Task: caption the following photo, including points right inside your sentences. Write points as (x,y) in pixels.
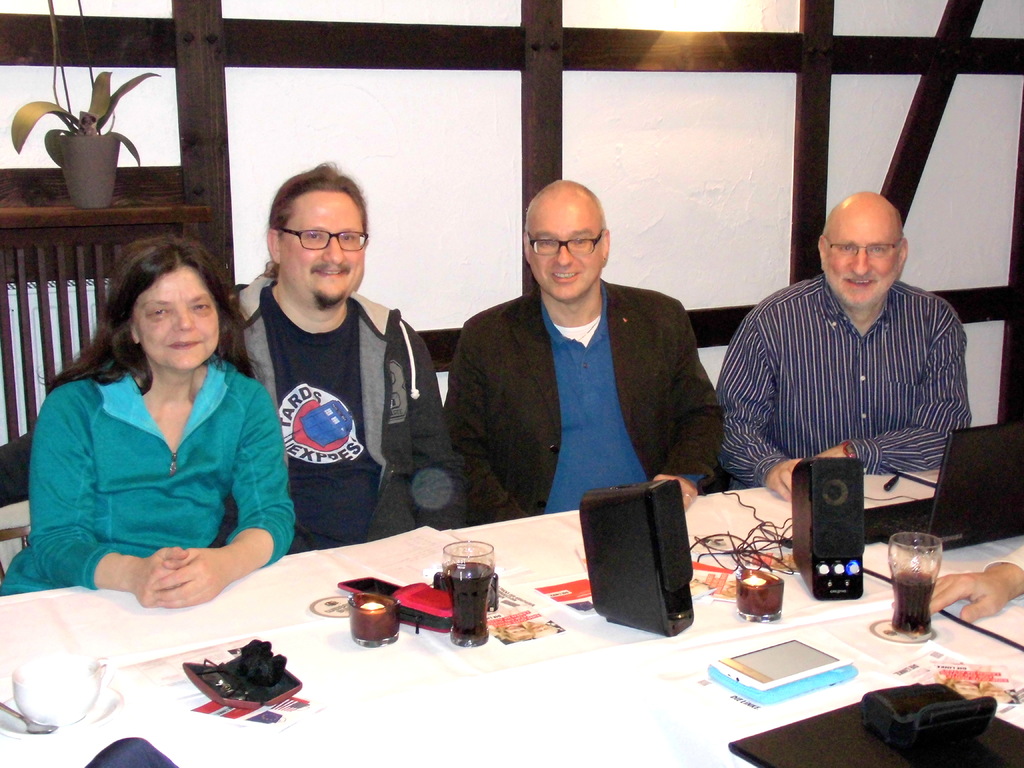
In this image i see 3 men (299,337) and a woman (131,339) sitting in front of a table (570,678), on the table (478,540) i can see a glass (475,577), a set of speakers (640,561), a candle (366,618) and a cellphone (765,650). In the background (93,160) i can see a flower pot (93,160).
